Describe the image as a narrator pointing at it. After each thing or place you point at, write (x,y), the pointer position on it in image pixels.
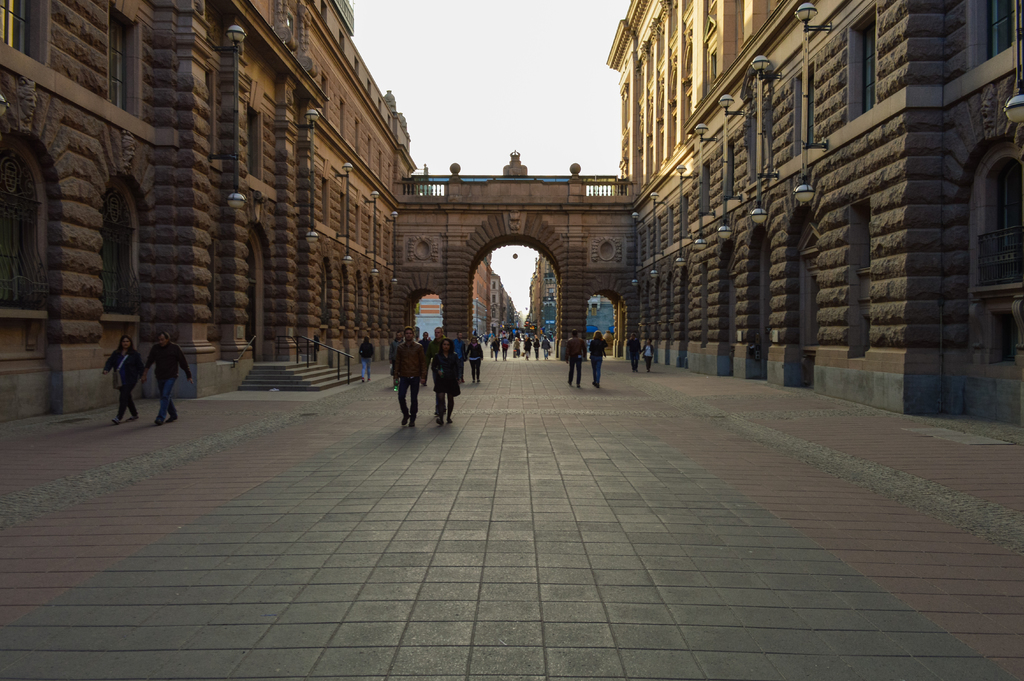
In this image in the center (401,382) there are a group of people (637,347) who are walking, and on the right side (896,153) and left side (256,172) there are buildings (86,286). And in the background (590,263) there is a wall (428,225), railing (597,193) and buildings (544,296). At the top (399,101) there is sky (567,58), and at the bottom (337,562) there is a walkway (678,496).
